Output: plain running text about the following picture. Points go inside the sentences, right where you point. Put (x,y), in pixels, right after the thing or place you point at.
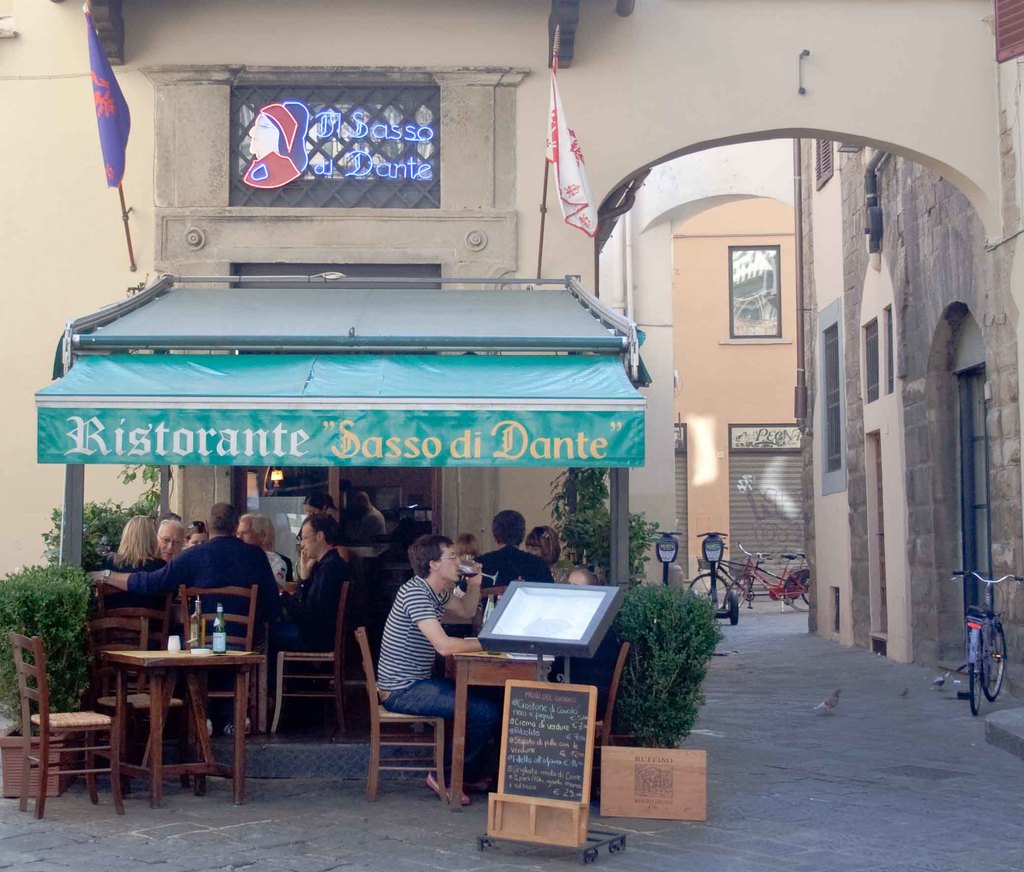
As we can see in the image, there is a building (674,430), bicycle (760,563), board (558,718), tables (196,672) and chairs (206,617). On table (201,655) there are bottles (221,638).
